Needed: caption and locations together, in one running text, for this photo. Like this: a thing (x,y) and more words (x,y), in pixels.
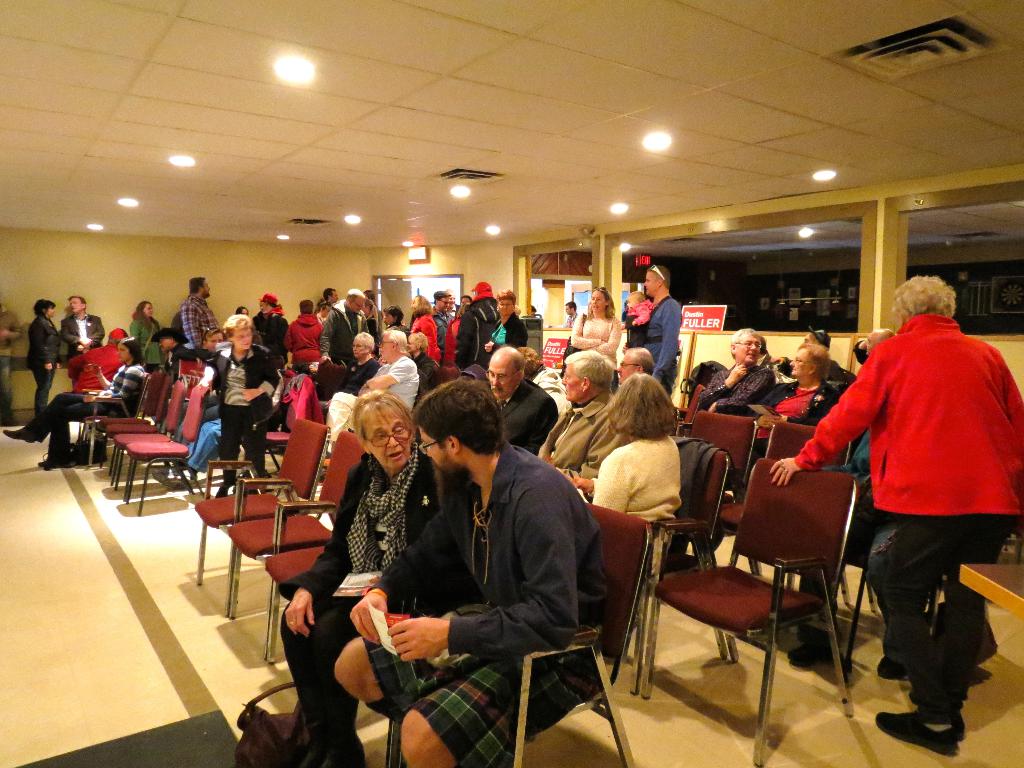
This picture is clicked inside. In the center (530,379) we can see the group of people (418,379) sitting on the chairs (328,396). On the right (952,482) there is a person (966,426) wearing red color jacket (949,474) and standing on the ground (882,752) and we can see the red color chairs (659,597) placed on the ground (172,529). In the background (278,258) there is a wall (301,261), door (395,286), group of persons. At the top (469,54) there is a roof (463,70) and the ceiling lights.
